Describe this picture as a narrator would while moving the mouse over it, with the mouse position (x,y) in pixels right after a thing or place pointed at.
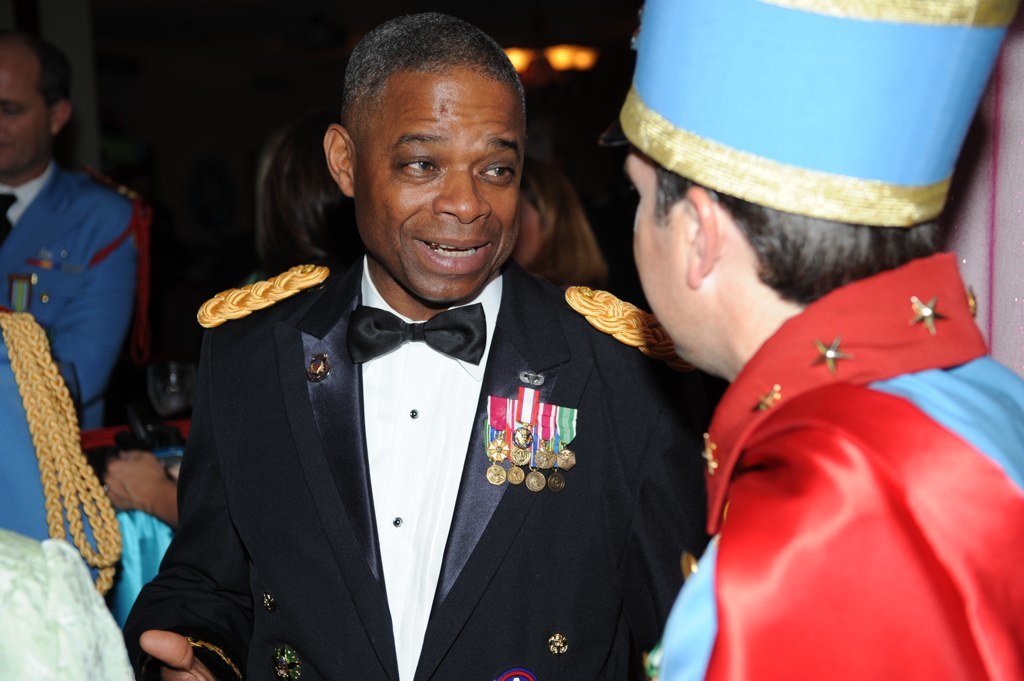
The man (422,400) in the middle of the picture (422,400) wearing a white shirt (401,485) and black blazer (253,392) is talking to the man (814,577) beside him who is wearing red and blue shirt (879,444). On the left corner of the picture (90,268), we see the man (83,270) wearing the blue blazer (83,270) is standing. In the background (548,154), it is black in color.
